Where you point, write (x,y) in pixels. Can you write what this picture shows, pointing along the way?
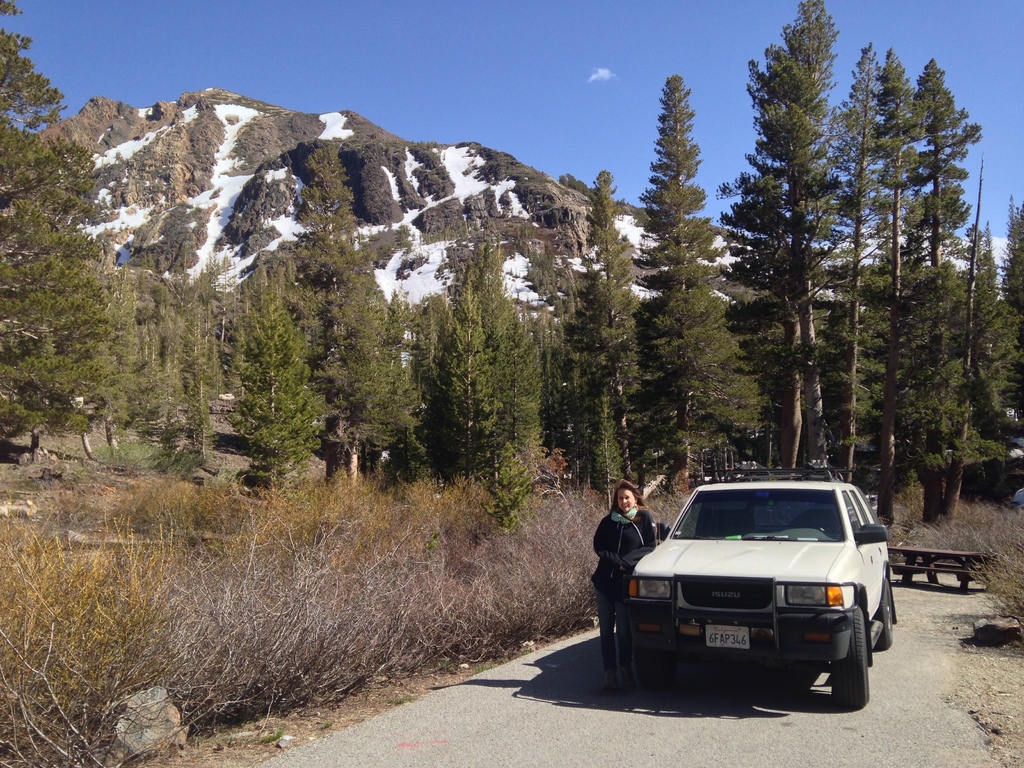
In this picture there is a woman (605,535) who is wearing black dress (603,570). She is standing near to the car (788,543). This car (752,589) is parked on the road (752,751). Behind the car (844,661) we can see table (939,558) and benches (933,569). In the background (523,281) we can see mountain (455,235), snow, trees (15,346), plants (963,525) and grass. At the top (559,76) there is a sky (550,77) and cloud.
